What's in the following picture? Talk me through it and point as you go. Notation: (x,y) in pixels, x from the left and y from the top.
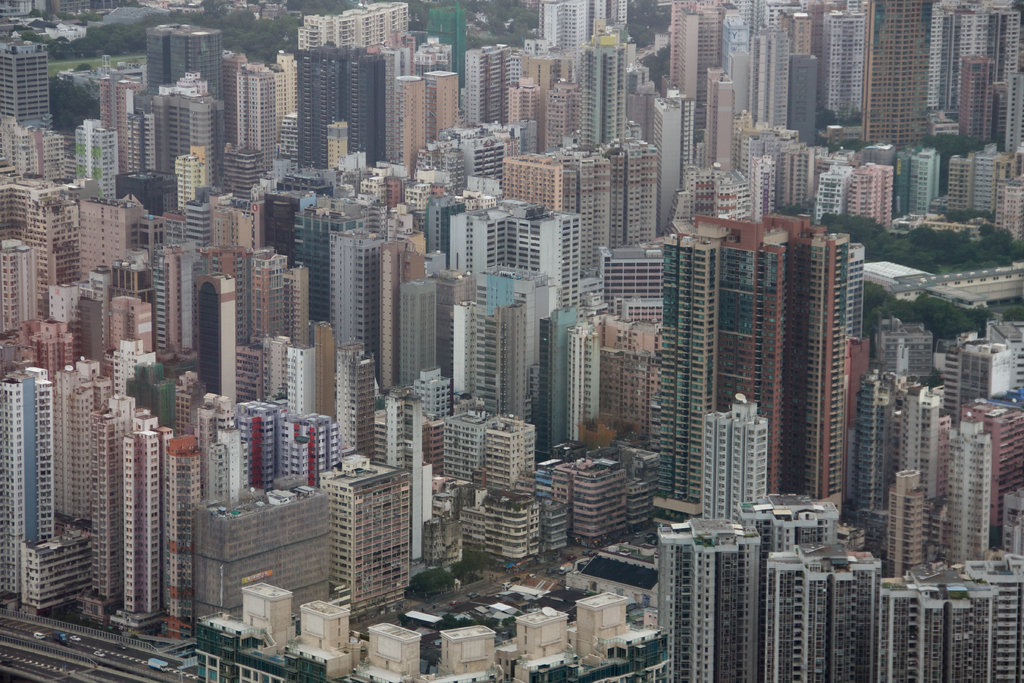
In this image we can see skyscrapers (431,264), buildings (358,600), trees (240,25), grounds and motor vehicles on the road (95,641).
